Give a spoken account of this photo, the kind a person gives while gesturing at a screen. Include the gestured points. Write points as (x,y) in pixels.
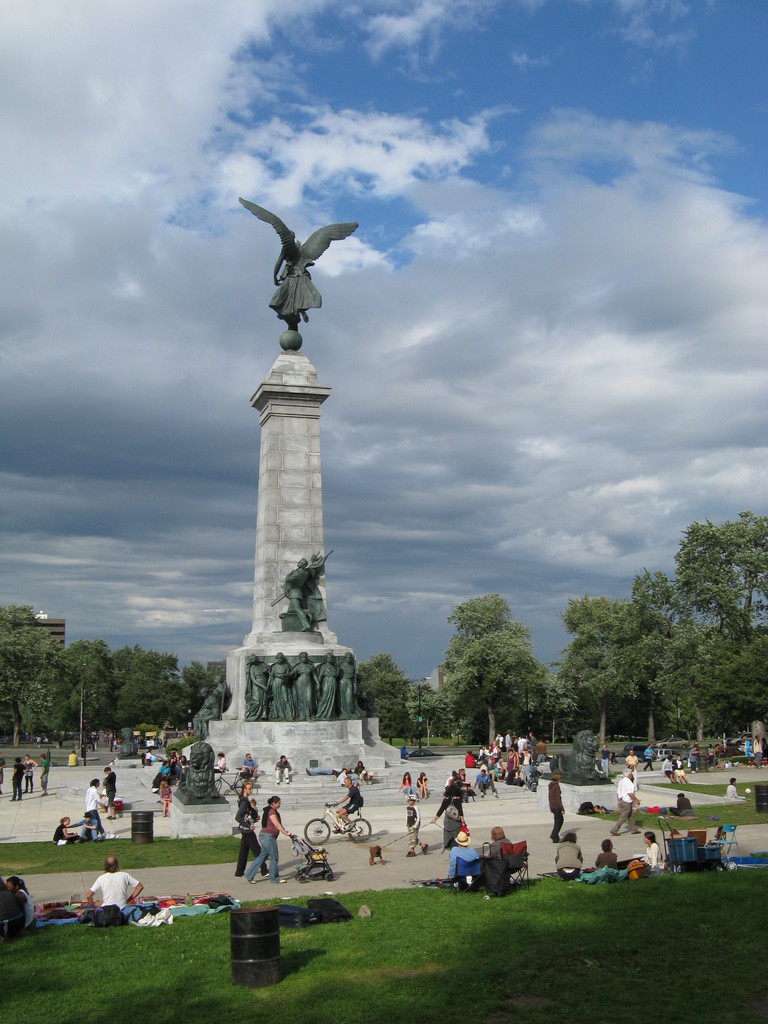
In the center of the image (294,615), we can see statues (196,746) and in the background (576,702), there are poles (81,697), trees (71,664), buildings (41,625) and people (451,787) and we can see some vehicles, drums (255,943), chairs (711,844) and we can see a dog (376,846), clothes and some other objects (419,882). At the bottom (472,968), there is ground (548,916) and at the top (411,190), there are clouds (484,268) in the sky (557,272).
